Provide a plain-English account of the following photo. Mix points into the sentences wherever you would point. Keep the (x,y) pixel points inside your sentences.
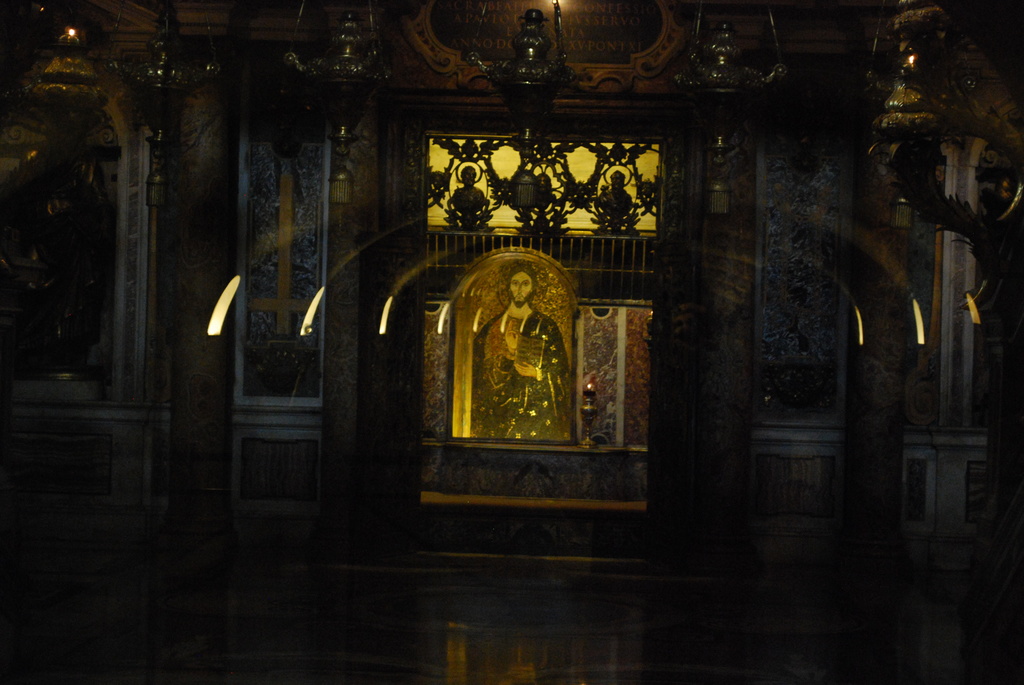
In the foreground of this dark image, there are few lights (917,310), pillars (848,354), wall (936,279), lanterns (158,69) at the top (216,67) and it seems like a frame (571,399) and a lantern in the background (548,276).
